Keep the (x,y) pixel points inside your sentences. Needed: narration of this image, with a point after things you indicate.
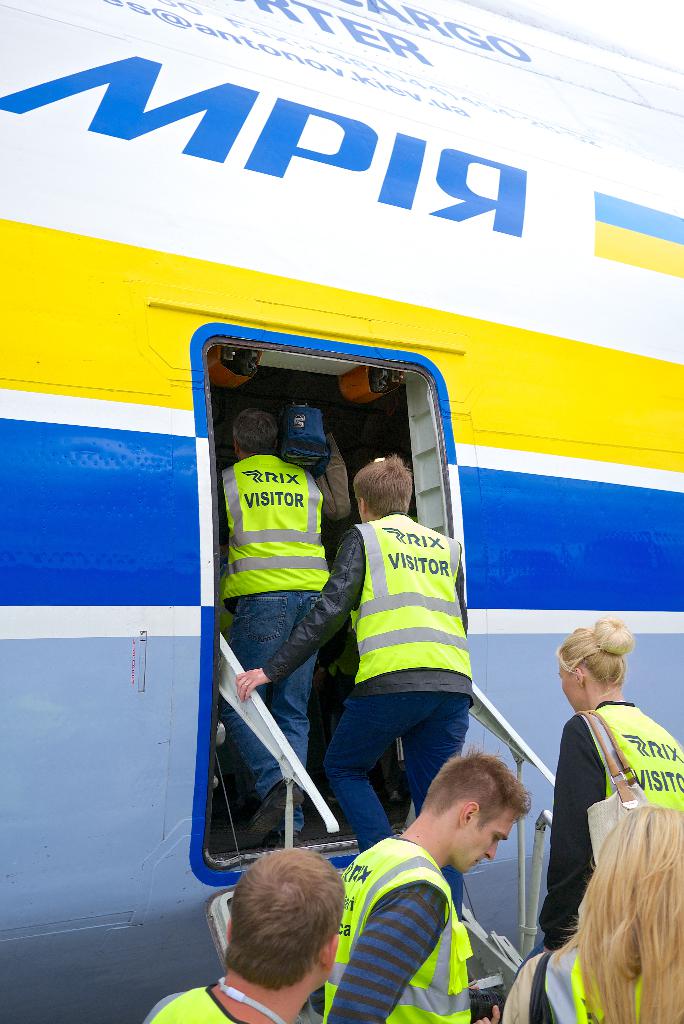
In the image there are few people (441,668) boarding into a plane (477,371).
